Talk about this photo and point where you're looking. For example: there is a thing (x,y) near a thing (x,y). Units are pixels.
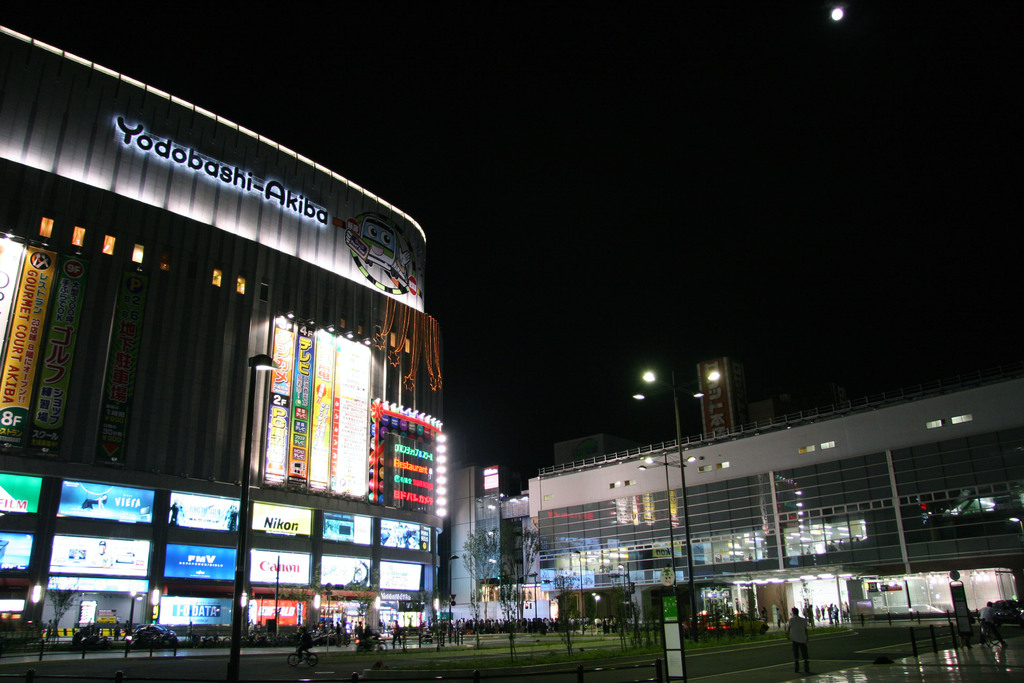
In this image we can see buildings (389,495) with different type of advertisement boards (214,505) and there are some people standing in front of the buildings (700,485) and here we can see some trees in this picture.
